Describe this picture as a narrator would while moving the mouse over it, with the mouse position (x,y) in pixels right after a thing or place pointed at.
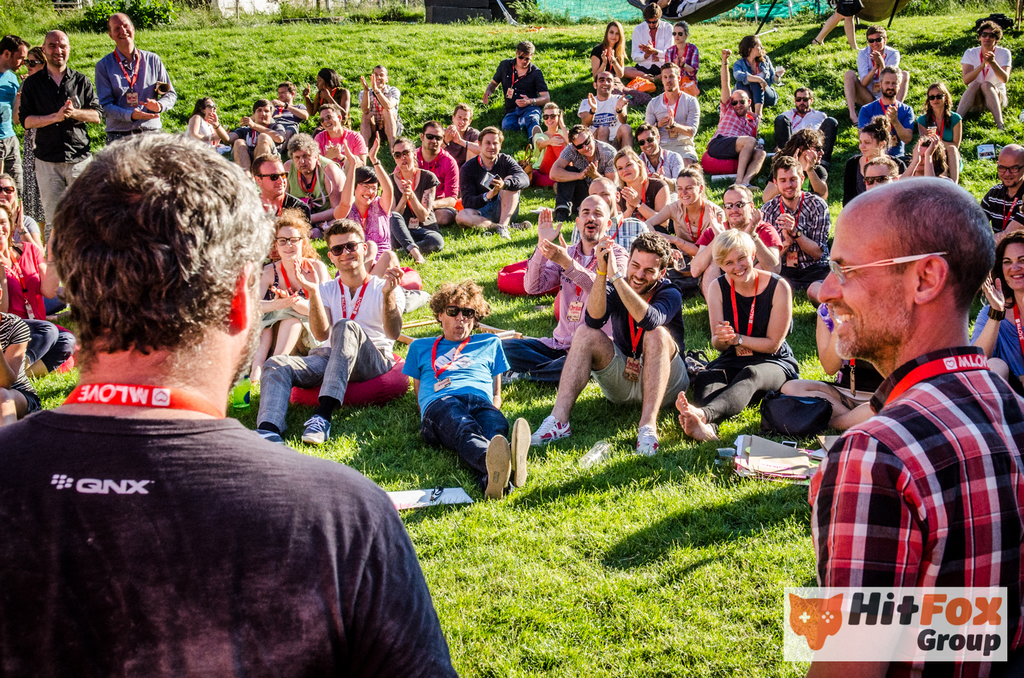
This is an outside view. At the bottom of the image (590,614) I can see the grass (581,606). In the foreground (875,456) two men (161,382) are standing. In the background (640,256) a crowd of people (499,349) sitting on the ground (597,485). Many of them are smiling and clapping.
